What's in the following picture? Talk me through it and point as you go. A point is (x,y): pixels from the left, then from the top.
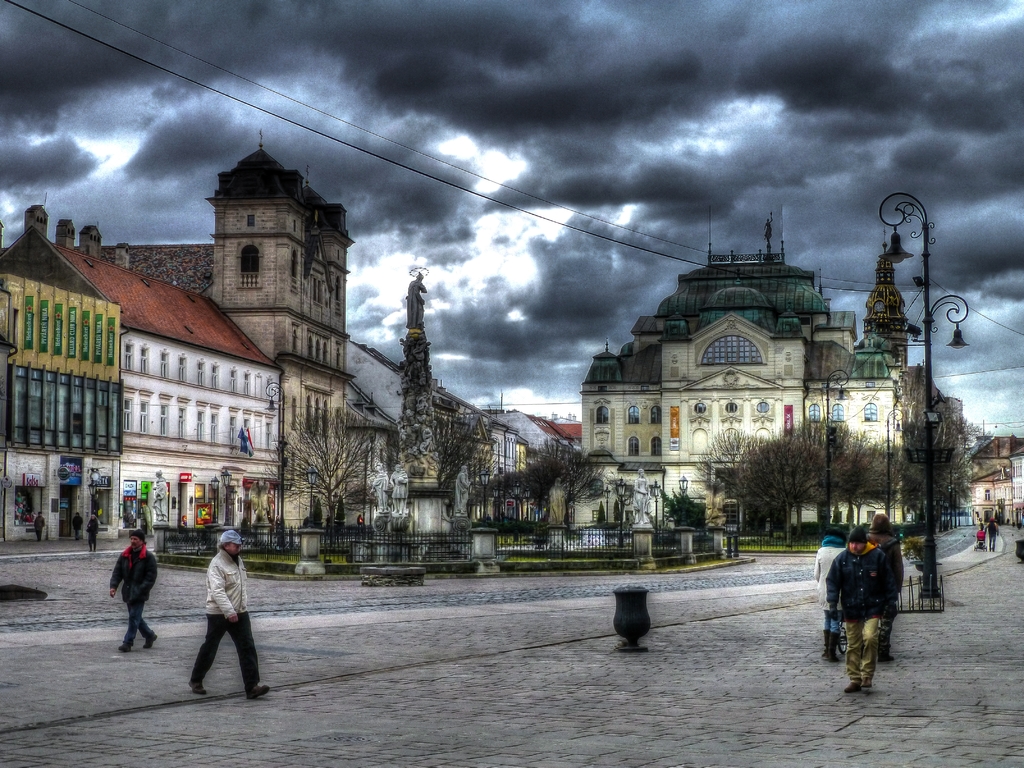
In this image I can see the ground (462,658), few persons (870,541) standing on the ground (101,591), few poles (825,472), few wires (824,280), few trees (362,502), the railing (400,548) and few buildings (799,424). In the background (703,171) I can see the sky (549,186).
